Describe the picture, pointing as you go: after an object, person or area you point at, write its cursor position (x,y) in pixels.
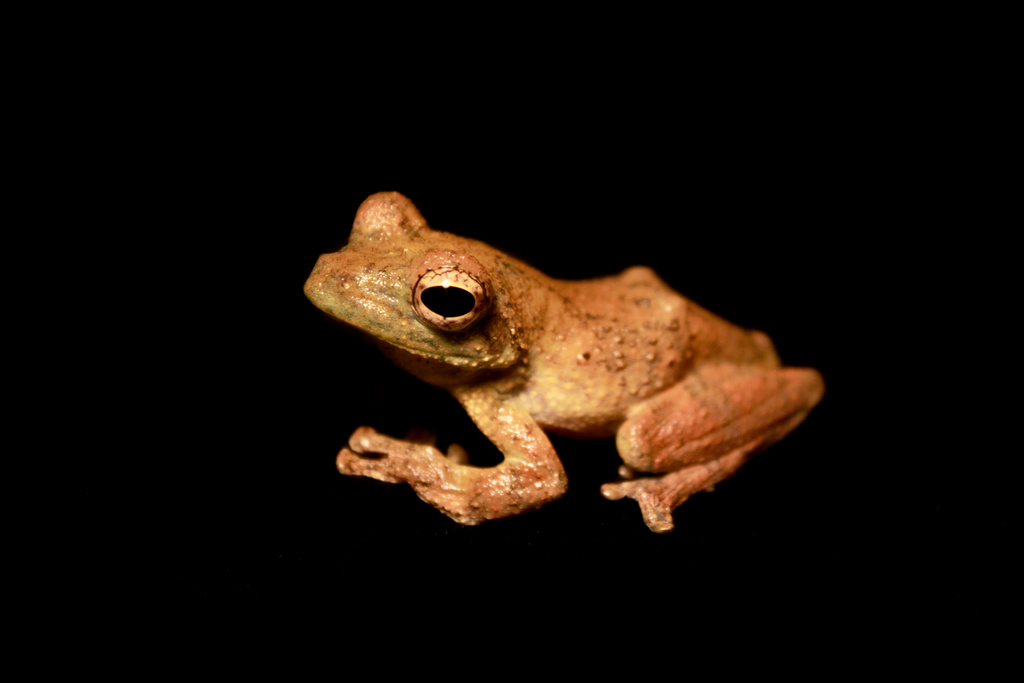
In this image in the center (610,342) there is a frog (460,453), and the background (870,148) is black in color.
